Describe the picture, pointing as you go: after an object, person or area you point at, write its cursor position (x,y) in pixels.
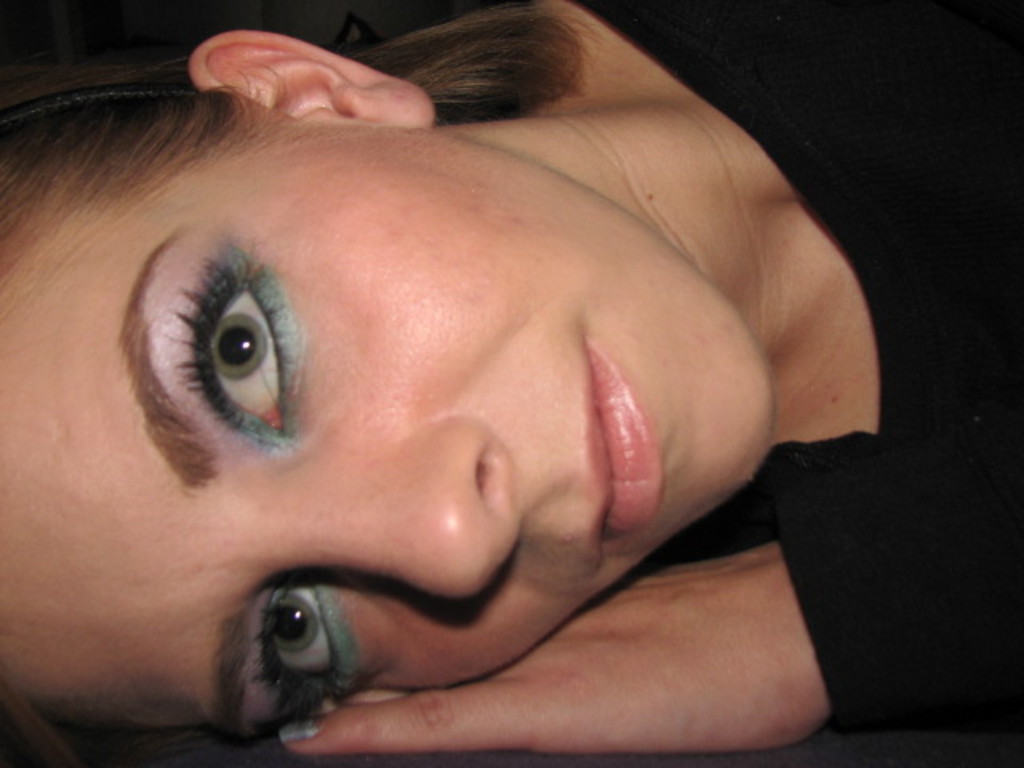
It is a zoom in picture of a woman (420,319) wearing black t shirt (915,345).
